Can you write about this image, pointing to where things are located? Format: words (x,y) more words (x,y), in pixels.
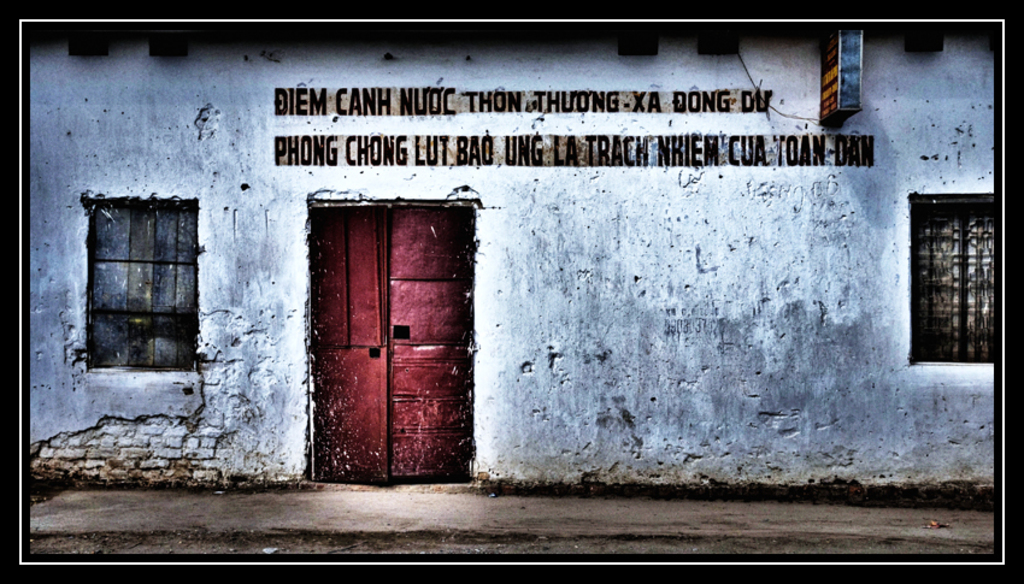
This image is edited one, we can see there is a door (395,334) in the middle of this image (432,329). There is a window (149,293) at left side of this image (127,289) and right side of this image (914,252) as well. There is some text (500,96) written at the top of this image (527,143).
